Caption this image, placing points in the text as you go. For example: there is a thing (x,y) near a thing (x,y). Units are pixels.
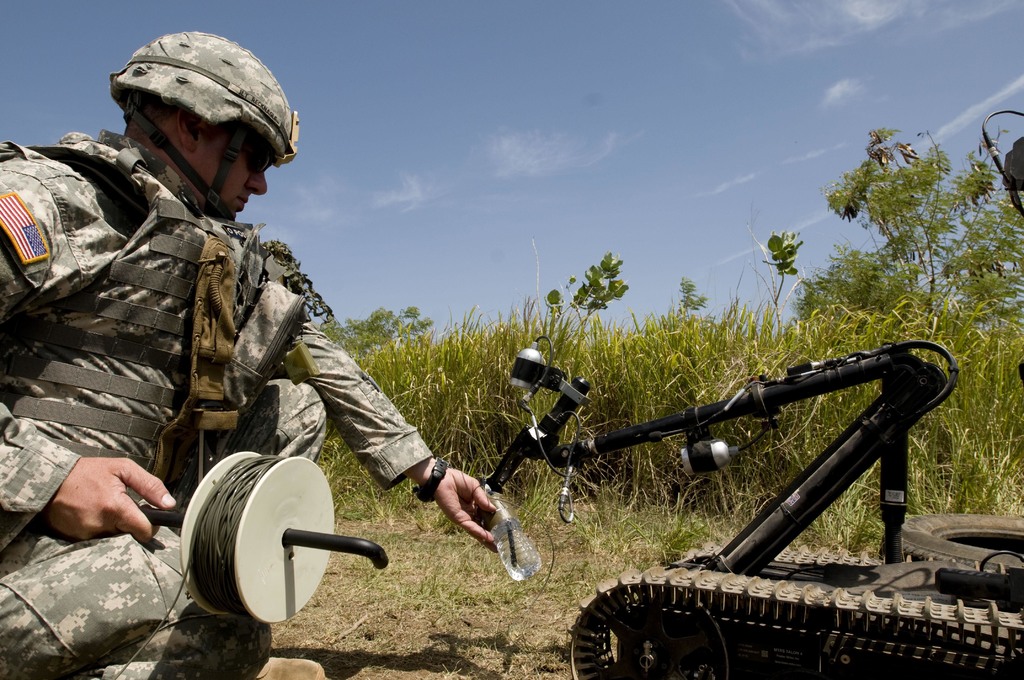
This picture shows a man (314,444) kneeling and he is holding a water bottle (515,534) with his hand (478,494) and we see a machine (638,647) on the side and he is holding a wire bundle roll (210,525) with the other hand (124,487) and we see trees (915,199) and a cloudy sky (527,244) and we see a man (125,155) wore a helmet (250,114) on his head (182,145).
